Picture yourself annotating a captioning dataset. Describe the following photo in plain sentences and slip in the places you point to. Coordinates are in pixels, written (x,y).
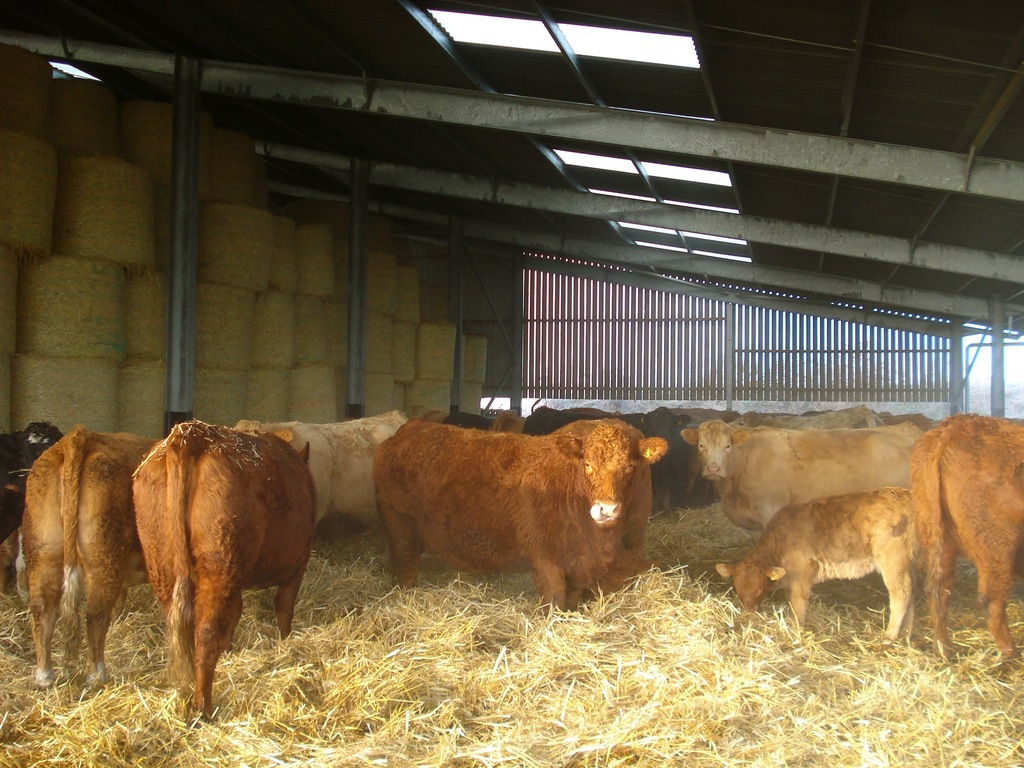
In this picture there are animals (576,463) under the shed (529,14). At the back (649,395) there is a railing (586,341). At the top (671,172) there are lights (443,16). At the bottom (588,711) there is grass (597,728).
